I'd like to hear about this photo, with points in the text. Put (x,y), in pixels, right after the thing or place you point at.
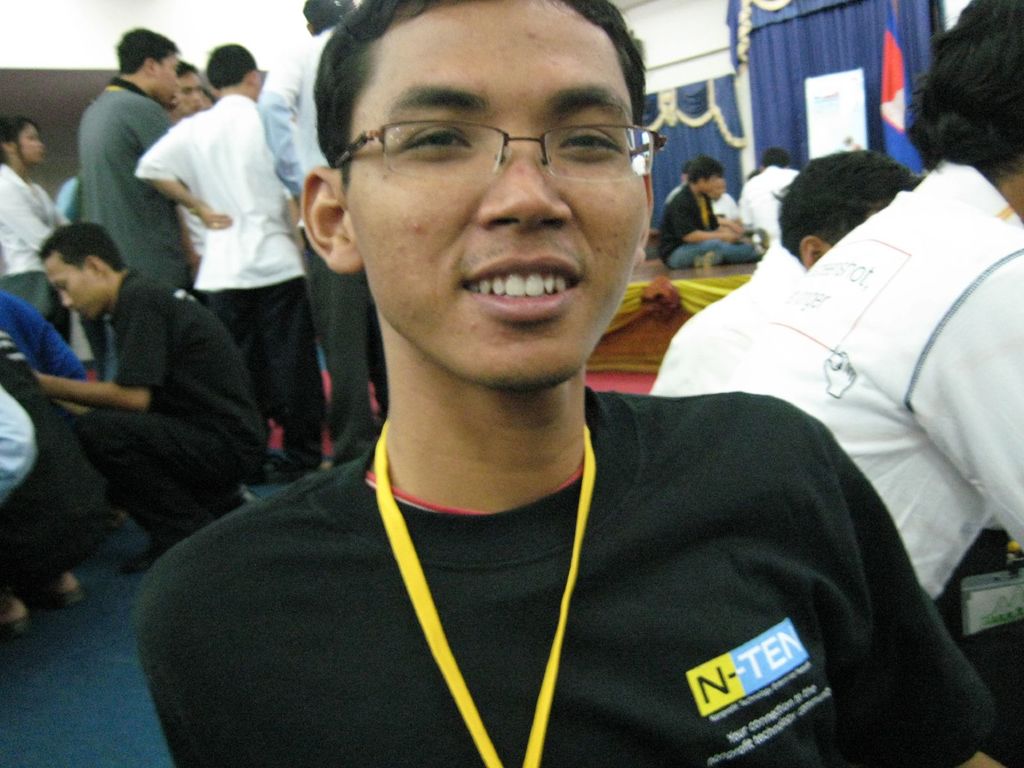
In this image we can see some people (801,560) are sitting and others (305,357) are standing. At the backside of the image (782,64) there are blue door curtains (759,75).
